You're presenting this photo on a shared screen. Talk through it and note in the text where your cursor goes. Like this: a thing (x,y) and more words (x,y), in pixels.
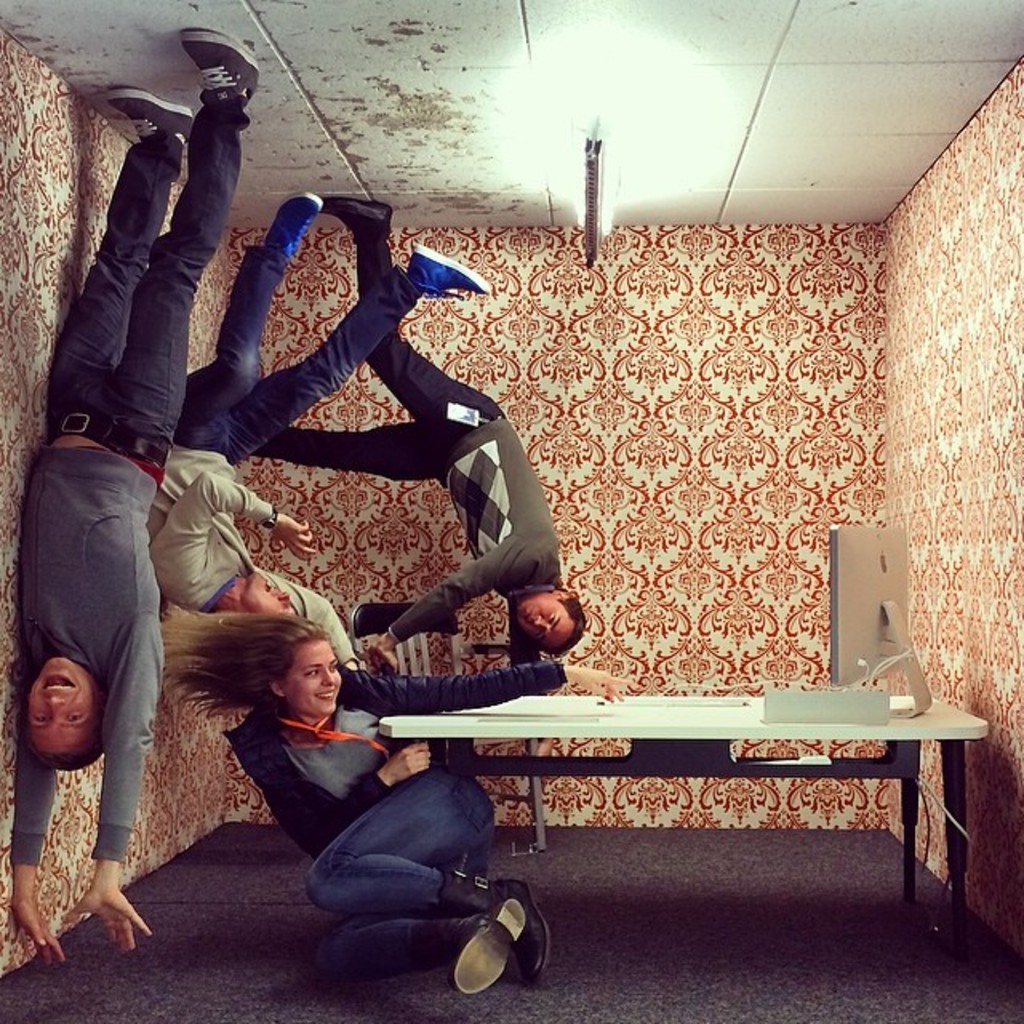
Four persons (379,639) are there. we can see a table (730,737). On the table (757,735) we can see monitor (871,643). On the top (599,150) we can see light (606,132). This is wall (766,379). This is floor (640,1005).
